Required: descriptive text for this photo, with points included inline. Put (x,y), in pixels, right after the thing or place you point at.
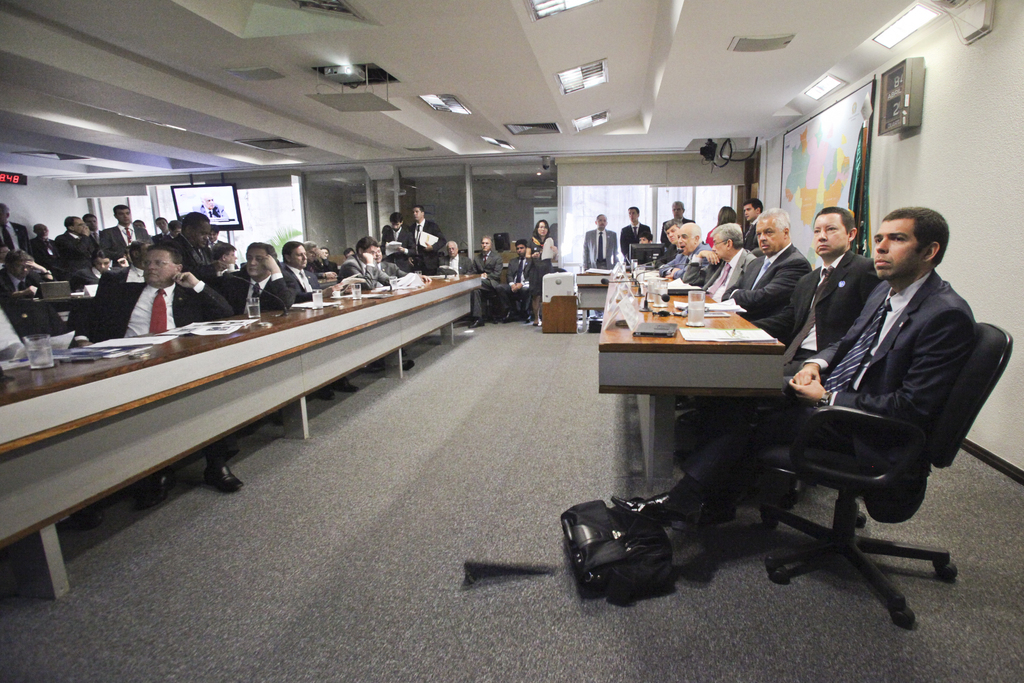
In the image we can see there are many people (93,332) around, wearing clothes (843,436), shoes (696,521), they are sitting and some of them are standing. Here we can see a bag (625,523), there are many chairs (861,412) and a desk (306,337). On the desk (604,352), we can see a laptop (651,330), papers (208,327) and glass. Here we can see window (597,198), board (823,175), wall (947,152), lights (828,85) and screen (206,199).
